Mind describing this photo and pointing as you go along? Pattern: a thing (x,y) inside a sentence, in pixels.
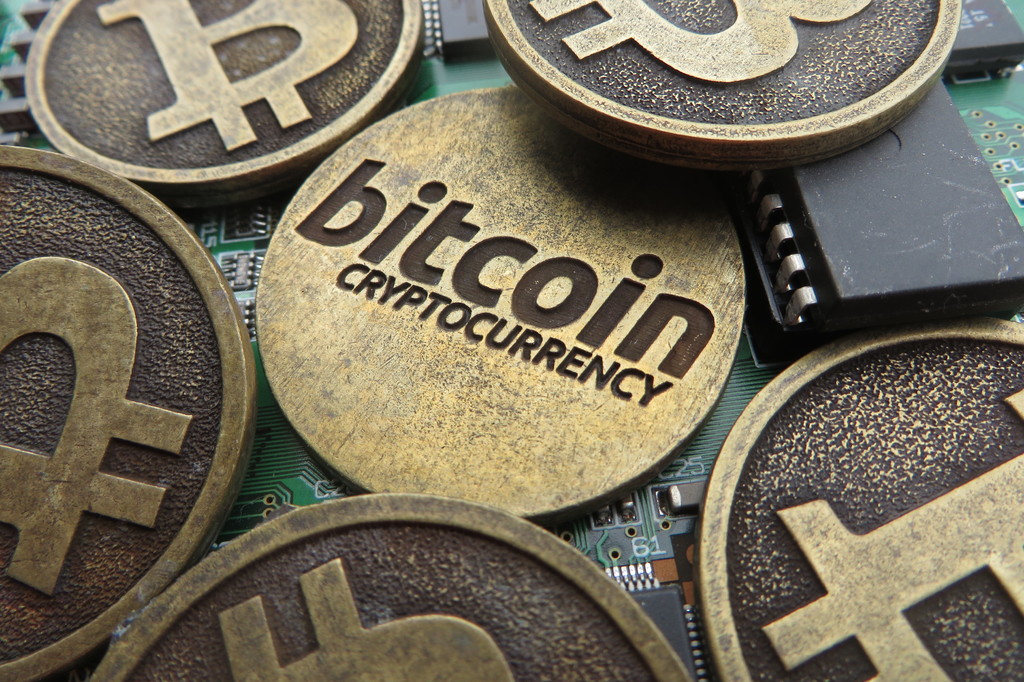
In this picture we can see bronze coins (310,573) on the Arduino board (655,516).
